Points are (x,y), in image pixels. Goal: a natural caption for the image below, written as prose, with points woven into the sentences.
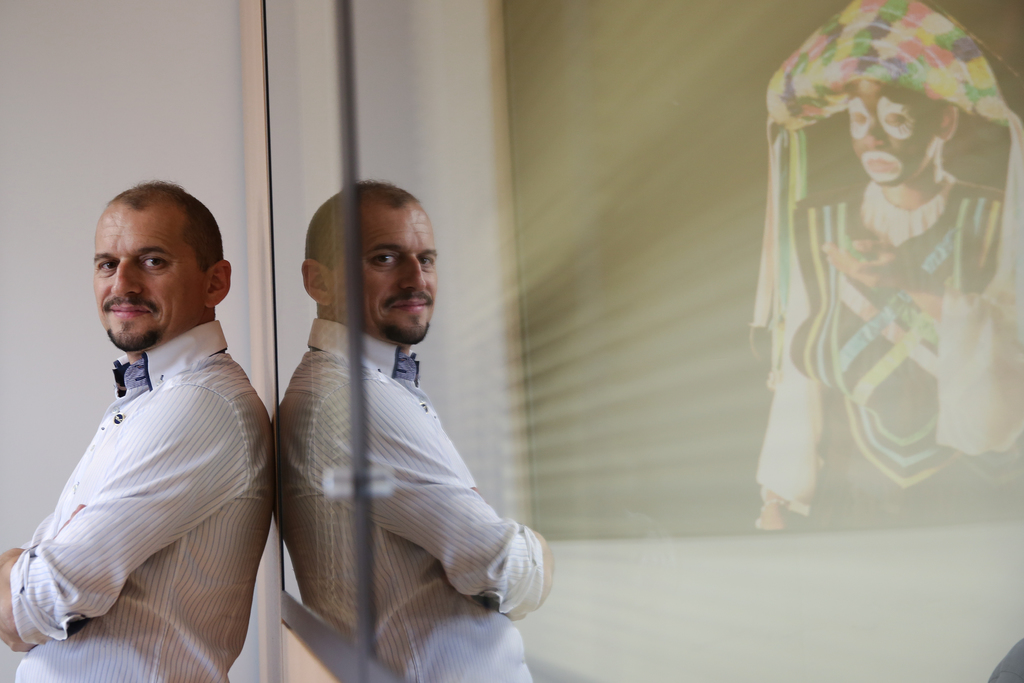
In this picture there is a man (197,454) standing and smiling, behind him we can see glass (762,596), on this glass (385,377) we can see reflection (371,397) of a man (379,577). Through glass (606,304) we can see board (848,363). In the background of the image (198,95) we can see wall (147,112).
